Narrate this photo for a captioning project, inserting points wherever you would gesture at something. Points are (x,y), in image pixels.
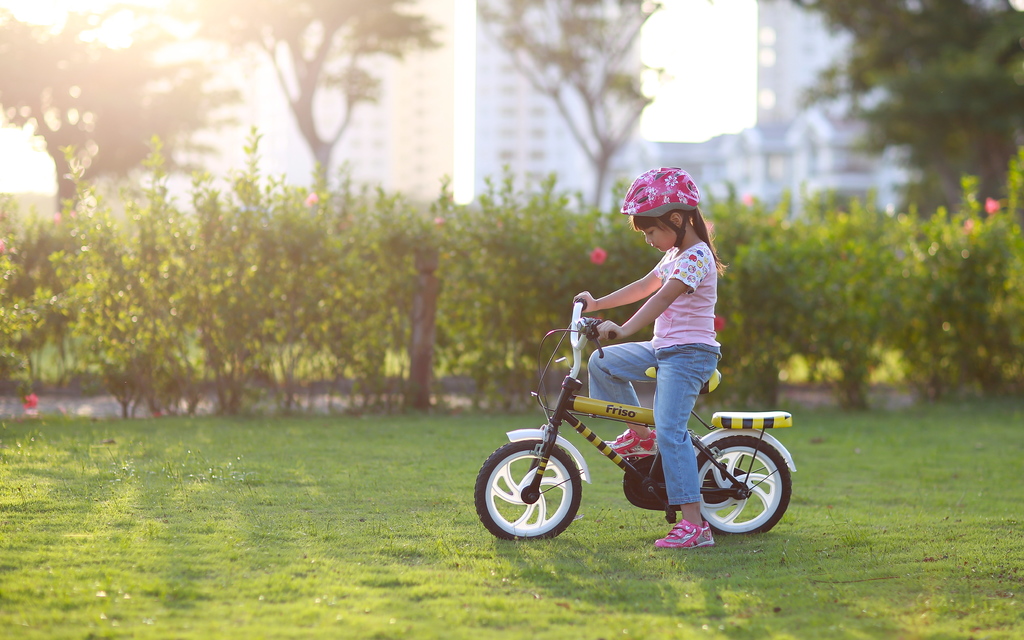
This picture is clicked in a garden (754,565). In the center (681,369) there is a girl (679,328) standing and holding a bicycle (588,405) in her hand (601,334). She is wearing a pink helmet (656,191) and looking down. On the ground (456,462) there is grass (226,529) and dew drops (193,475). In the background (464,171) there is sky (691,71), building (495,138), trees (924,74) and plants (369,284).
